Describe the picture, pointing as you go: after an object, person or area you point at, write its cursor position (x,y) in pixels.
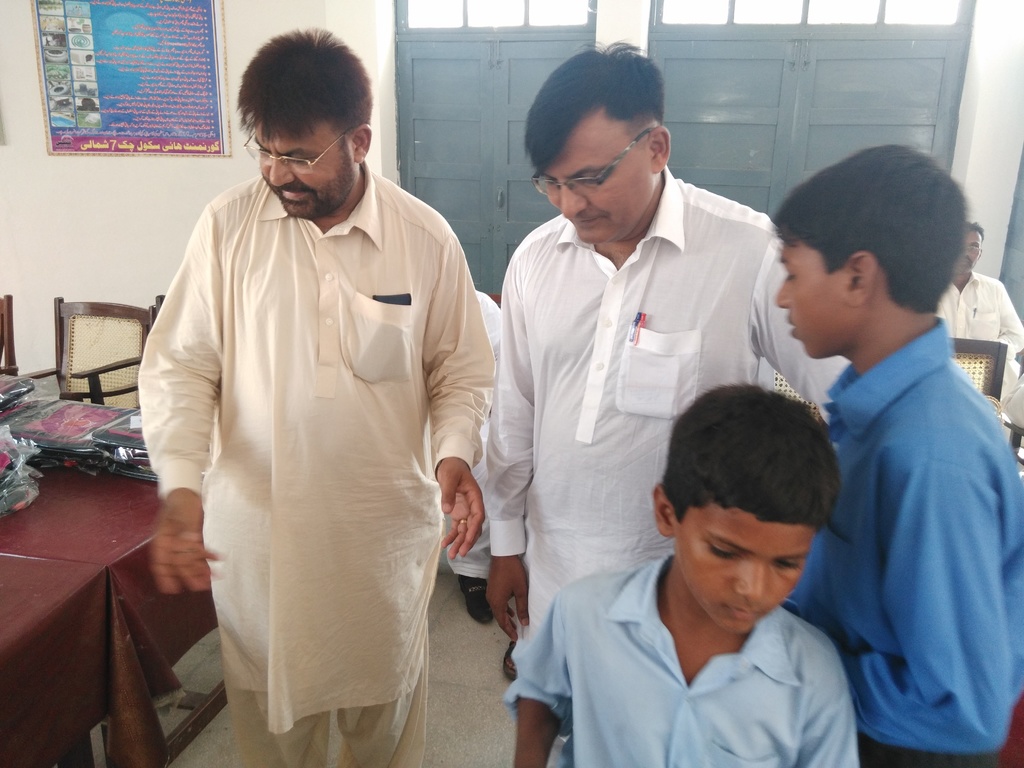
On the background (145,73) we can see a poster (136,105) over a wall (200,164). These are doors (821,115). We can see four persons (530,538) on the floor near to the table (51,638) and on the table (85,602) we can see new clothes (72,435). These are chairs (114,330). We can see one man (1004,309) sitting on the chair (994,347).
